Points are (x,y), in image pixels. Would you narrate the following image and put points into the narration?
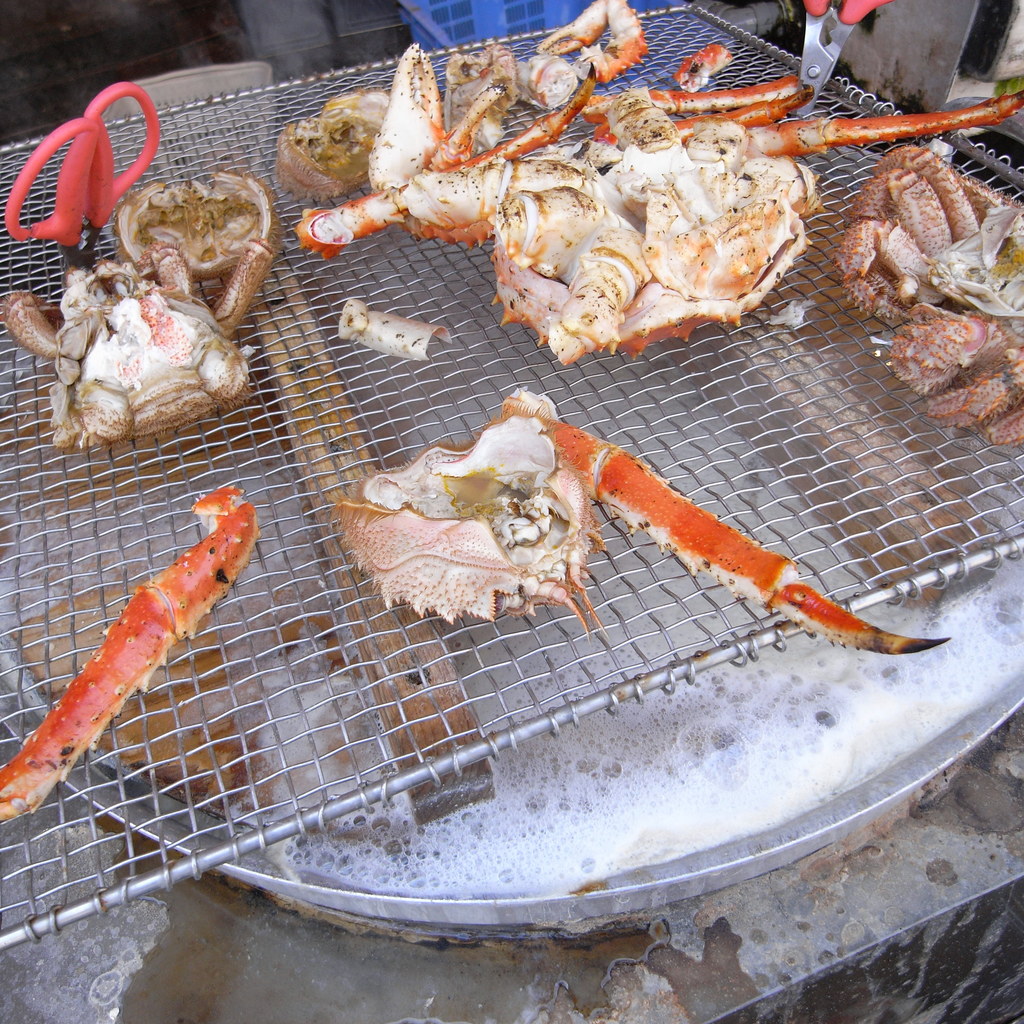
Here in this picture we can see pieces of crab (316,246) present on a grill plate (56,691) and below that we can see water (441,817) present in the bowl (460,819) and we can also see scissors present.
